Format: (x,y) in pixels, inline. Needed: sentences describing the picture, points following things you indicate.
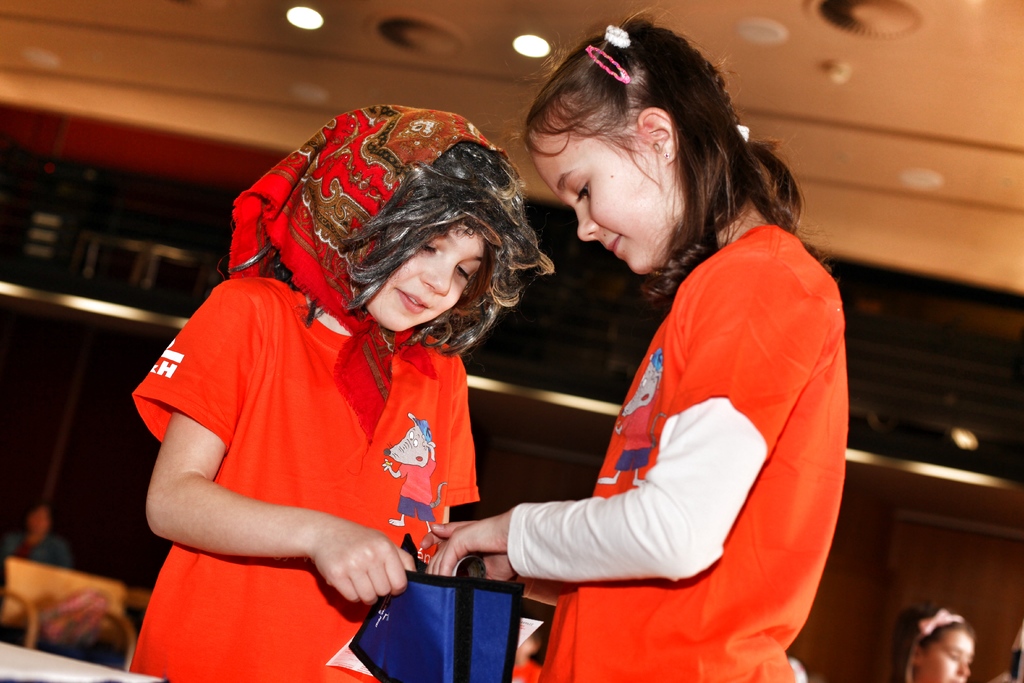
In this image I can see two persons (730,501) standing. The person (329,447) in front (320,433) wearing red color shirt (308,462) and holding a blue color object (410,633). Background (901,633) I can see few other persons (958,636) and I can see few lights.
